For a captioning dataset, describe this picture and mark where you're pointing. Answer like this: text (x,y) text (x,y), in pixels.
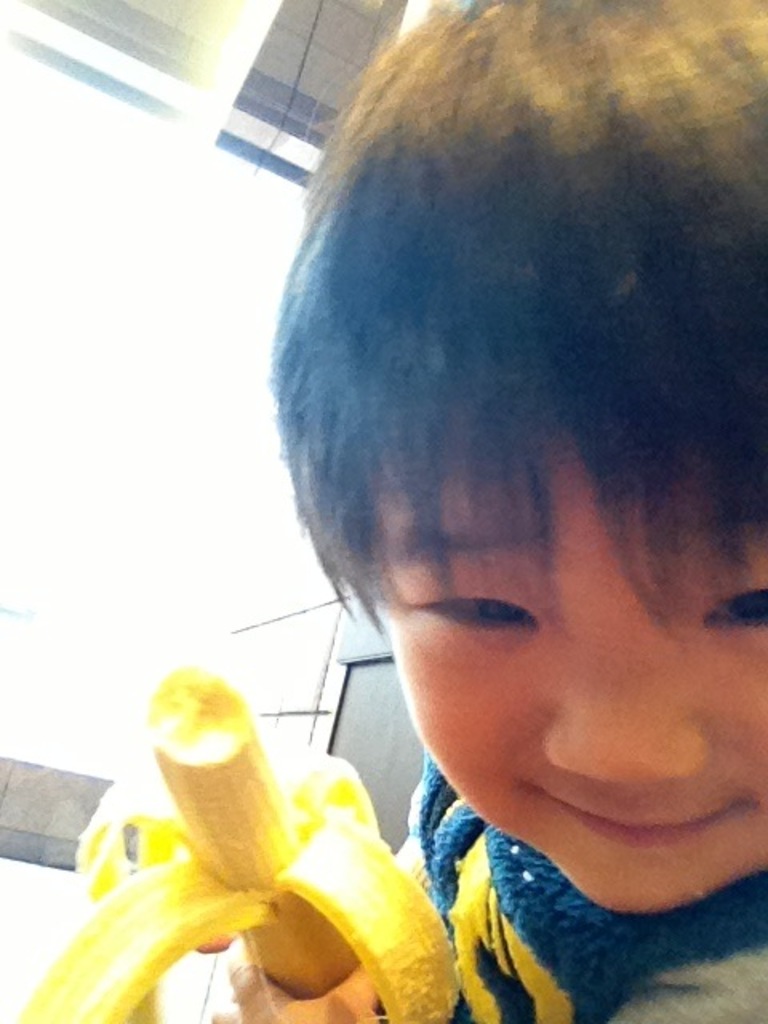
On the right of this picture (611,253) we can see a person (571,977) holding a banana (315,891) and smiling. In the background (251,492) we can see some other objects (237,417).
